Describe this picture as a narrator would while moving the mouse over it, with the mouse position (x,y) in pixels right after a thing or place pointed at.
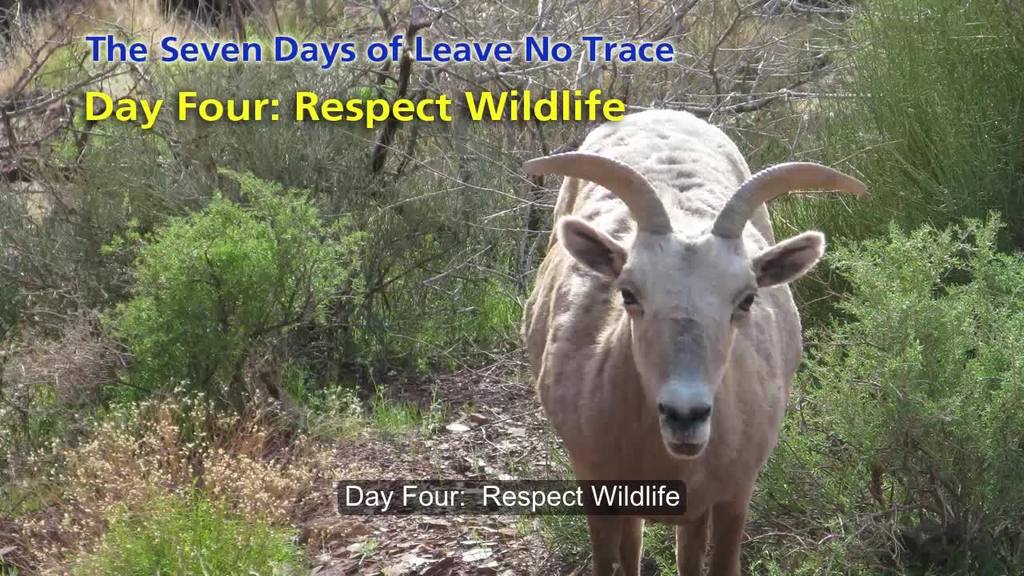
Here in this picture we can see a goat (547,393) present on the ground (549,555) and we can see plants (273,381) and trees (876,87) on the ground (521,444) and we can also see some text (641,495) present on the picture.
